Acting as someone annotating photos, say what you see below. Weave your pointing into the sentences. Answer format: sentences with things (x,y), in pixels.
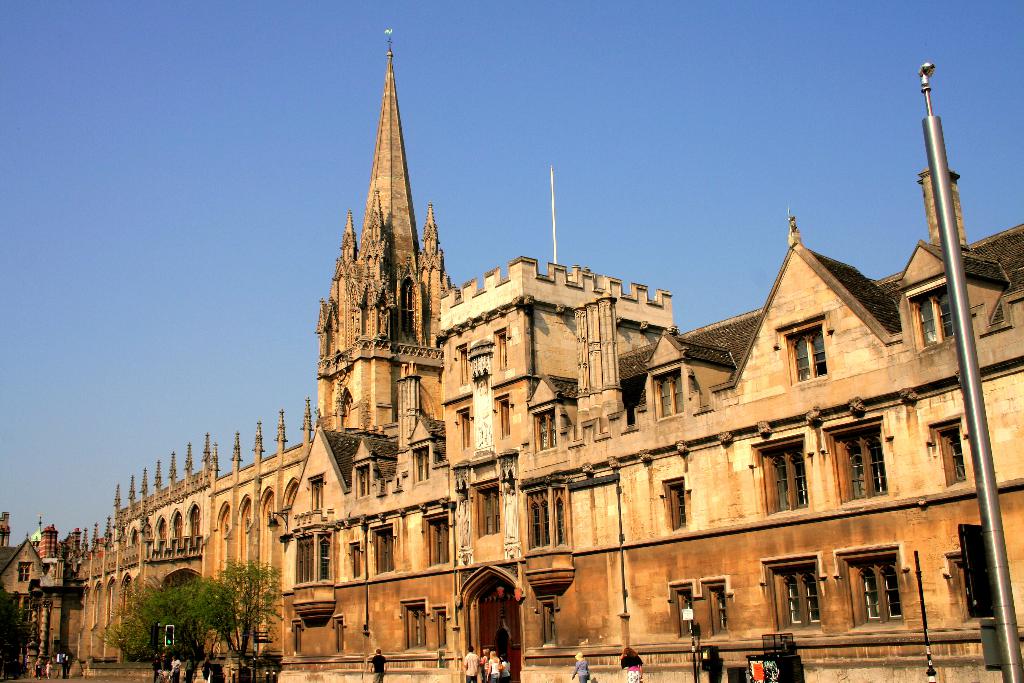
In this image there is a building (602,494). In front of the building (919,523) there are poles (946,266) and trees (196,640). At the bottom (190,671) there are people (163,671) walking on the road (130,681). At the top (251,93) there is the sky (507,112).
